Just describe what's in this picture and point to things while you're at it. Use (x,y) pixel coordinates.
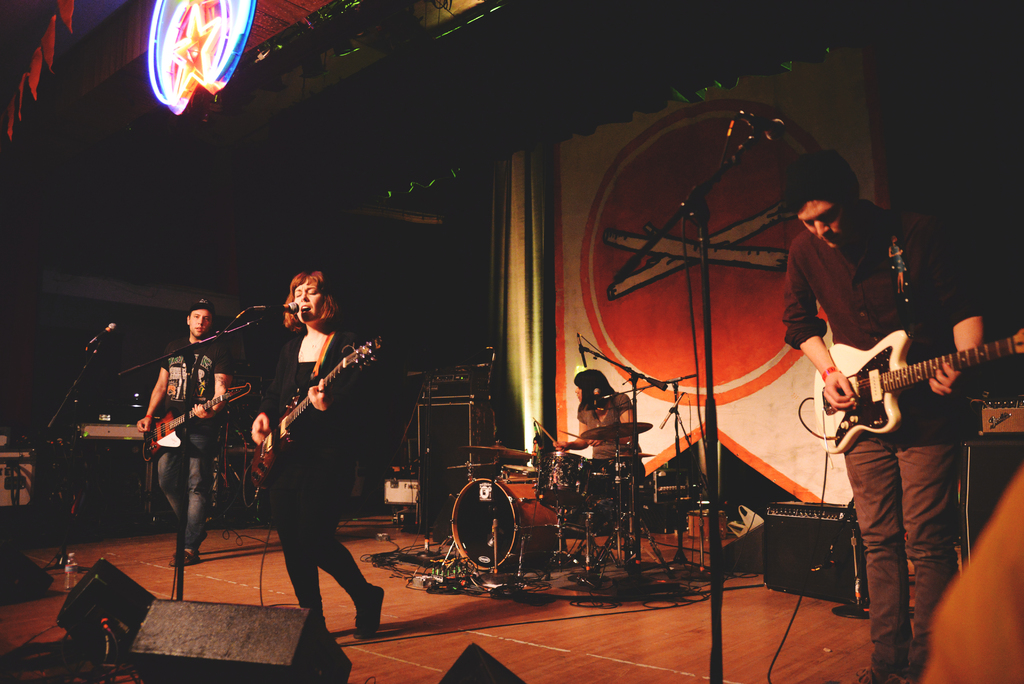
This is the picture taken on a stage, there are group of people (284,396) performing the music and singing a song and backside of this three people (298,318) there is other person (603,421) who is sitting and playing the drums (550,462). Background of this people (854,343) there is a banner (620,219).
